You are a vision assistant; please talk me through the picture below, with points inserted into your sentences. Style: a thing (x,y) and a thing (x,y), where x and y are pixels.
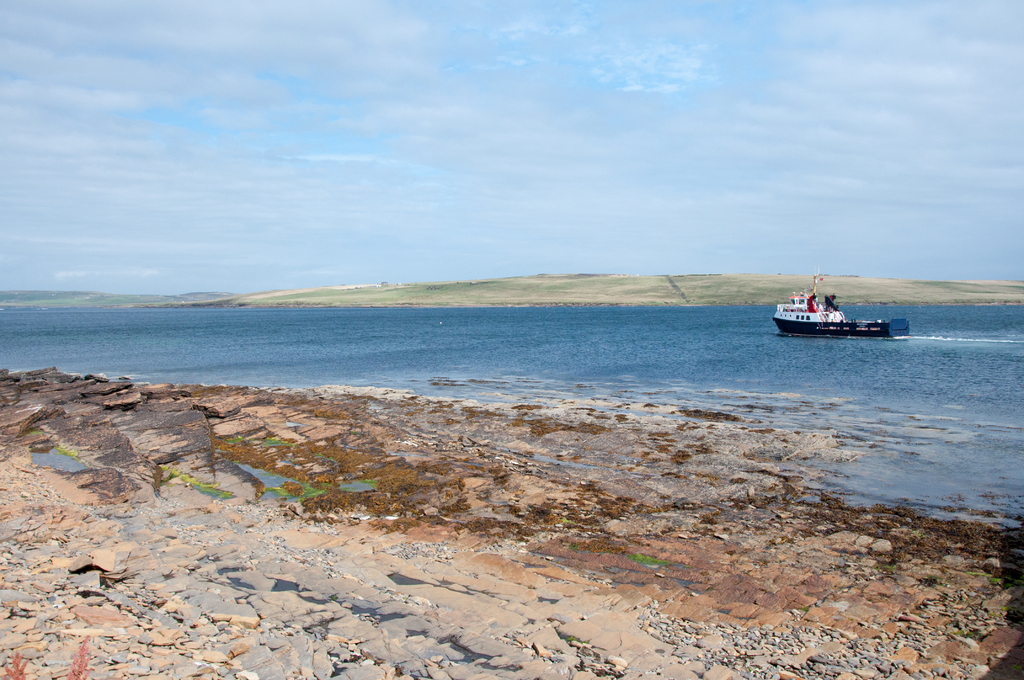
This image is taken at the seashore (503,435). On the right side of the image (844,327) we can see there is a boat (814,317) on the sea (779,373). In the background (577,241) there is a sky (388,189).
